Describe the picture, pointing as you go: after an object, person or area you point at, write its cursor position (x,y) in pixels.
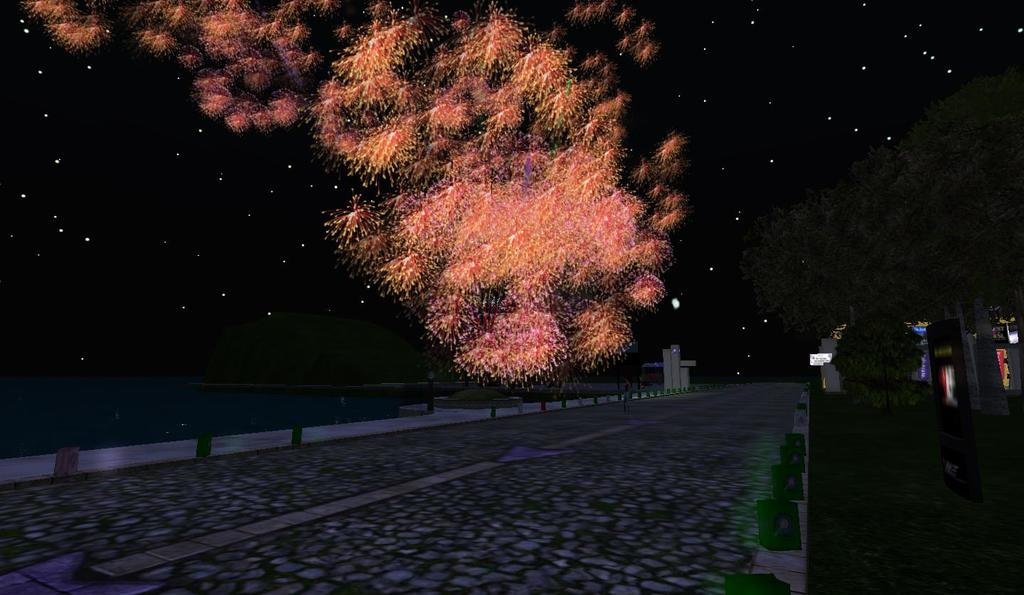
I see this is an animated picture and I see the path (620,448), grass (997,574), trees (1000,117), water (7,390) over here and I see the sky (333,214) and I see the stars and I can also see the sparkles (457,142) in the sky (101,53).
